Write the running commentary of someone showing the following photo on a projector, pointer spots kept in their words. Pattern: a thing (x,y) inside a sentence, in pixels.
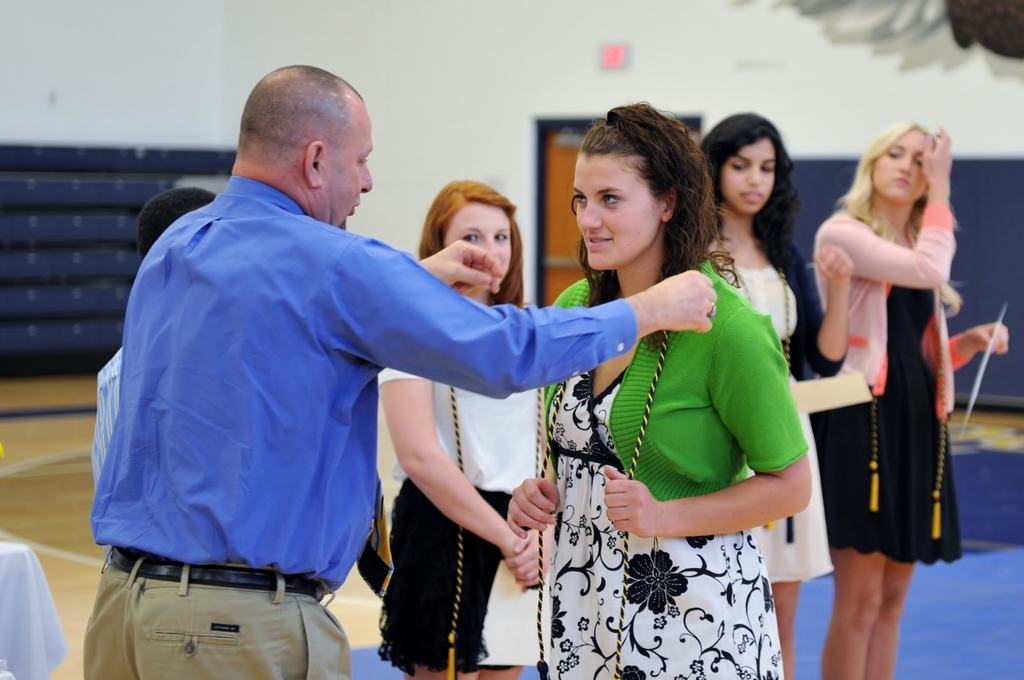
In this image we can see a group of people (654,386) standing on the floor (1013,414). In that a woman (920,394) is holding a stick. We can also see a table (38,604), door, a signboard (610,67) and a picture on a wall (521,82).
